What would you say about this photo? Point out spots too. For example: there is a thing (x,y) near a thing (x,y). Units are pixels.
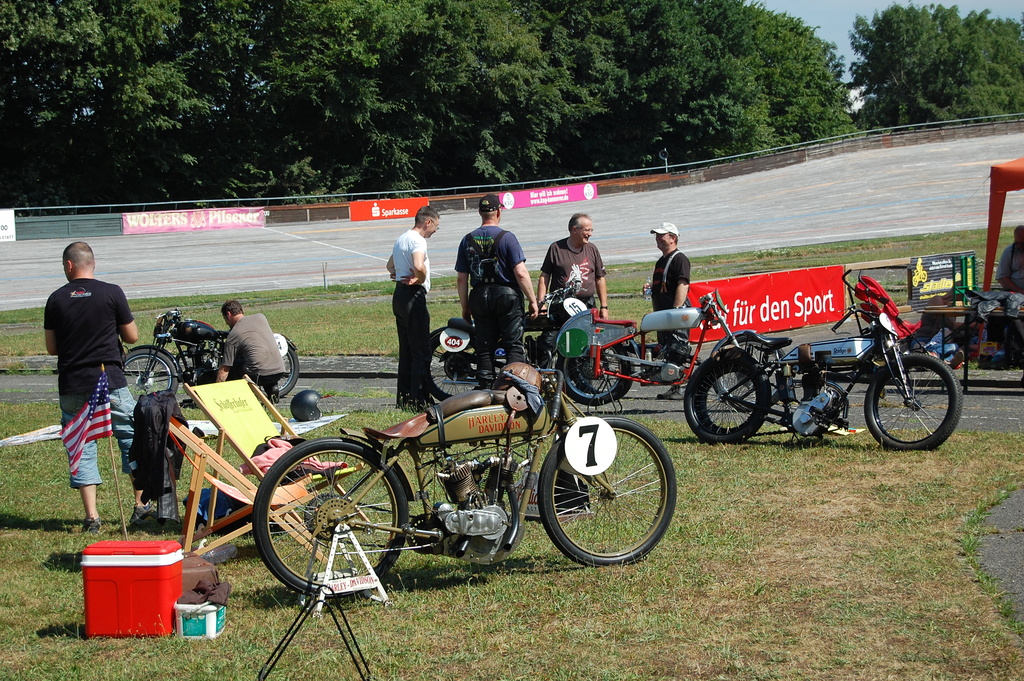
In this image there is a ground (610,599) on which there are few motorbikes (674,370). In the middle (497,324) there are four persons (582,275) standing near the bike (539,327). On the left side (229,342) there is a man (233,351) working with the motor bike (180,344). In the background (722,198) there is a road (739,190). Beside the road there are trees (576,66). On the ground (228,624) there are boxes (169,620) and chairs (226,465).
